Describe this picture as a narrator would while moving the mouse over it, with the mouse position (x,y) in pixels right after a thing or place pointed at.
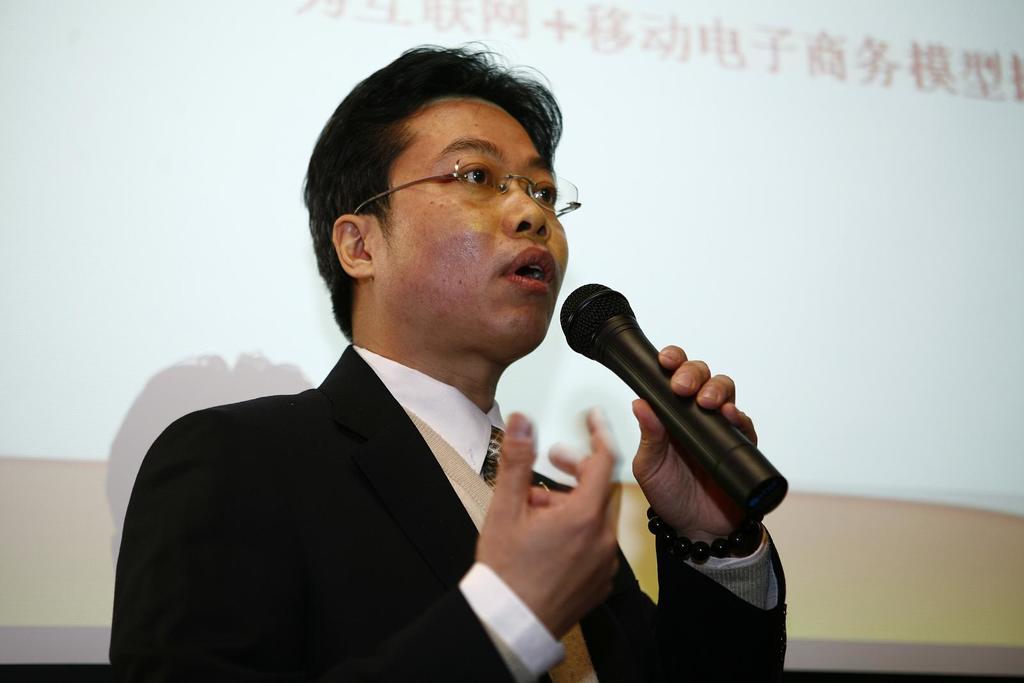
In this image, man (484,471) in the suit (467,534), he is holding microphone (647,383). He is talking. At the background (690,248), we can see a screen (358,55). A man (529,204) is wearing glasses (482,179).
